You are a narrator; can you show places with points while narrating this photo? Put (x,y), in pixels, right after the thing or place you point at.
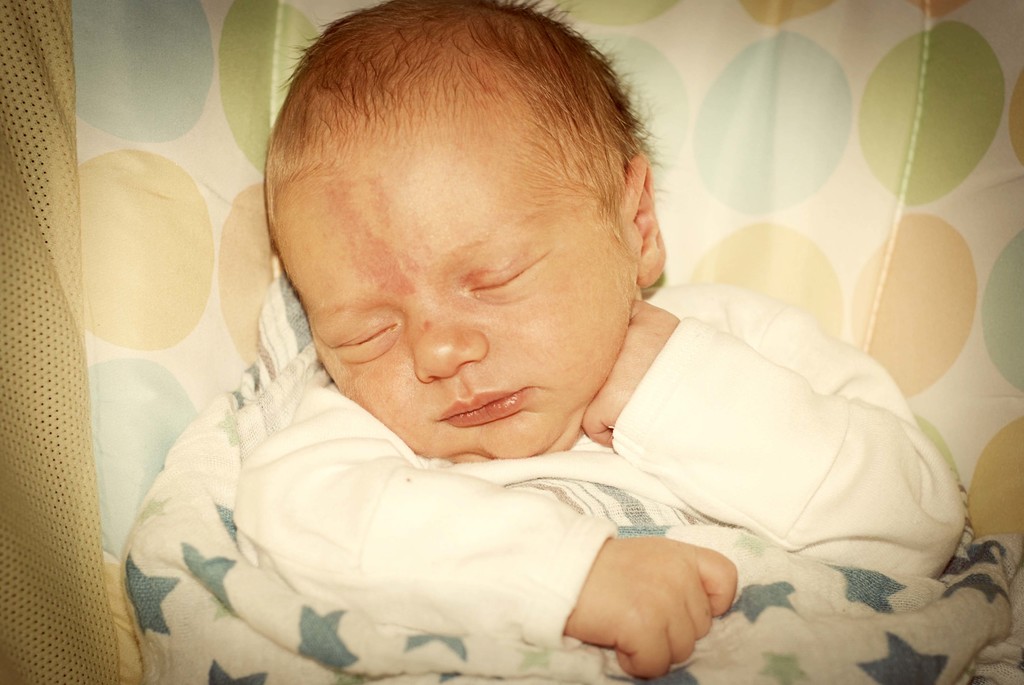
This is a zoomed in picture. In the center (501,406) there is an infant (834,516) covered with a blanket (837,657) and sleeping on an object (924,116) seems to be a cradle (121,143).
